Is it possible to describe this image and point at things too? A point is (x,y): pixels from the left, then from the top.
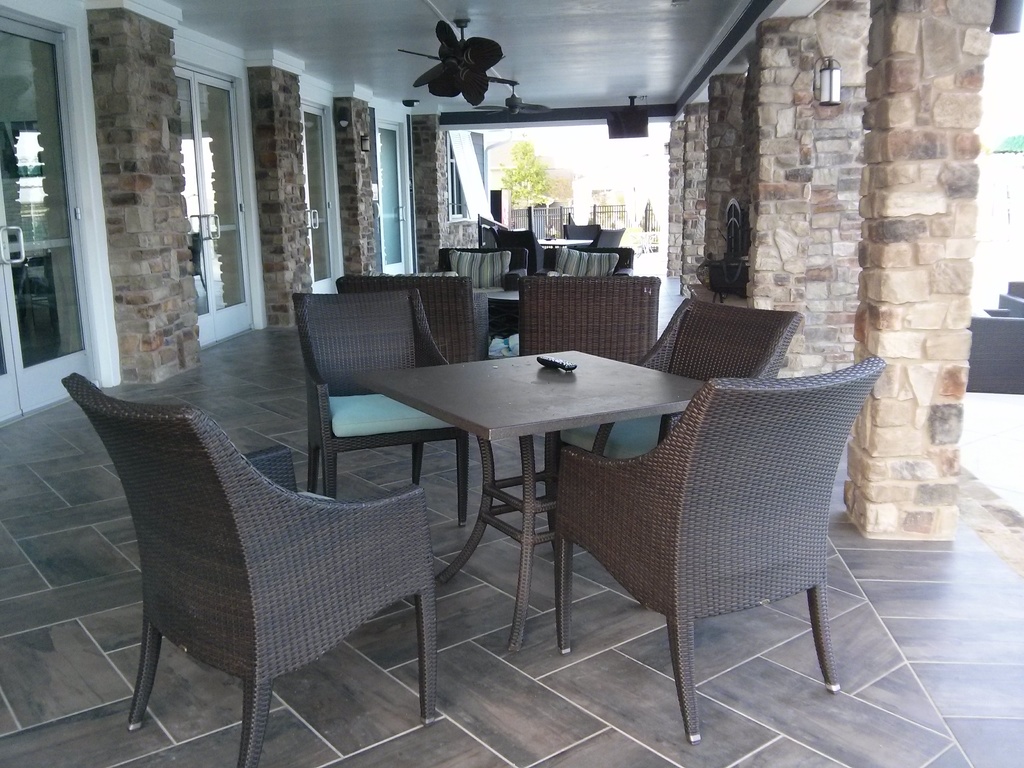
In this image I see the floor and I see number of chairs (560,290) and tables (572,353) and I see the pillars (790,203) and I see the doors (210,195) and I see the white ceiling (661,13) on which there are fans (484,64) and I see that it is white in the background (551,162) and I see a tree (525,161) over here and I see the black color thing (1003,360) over here.
